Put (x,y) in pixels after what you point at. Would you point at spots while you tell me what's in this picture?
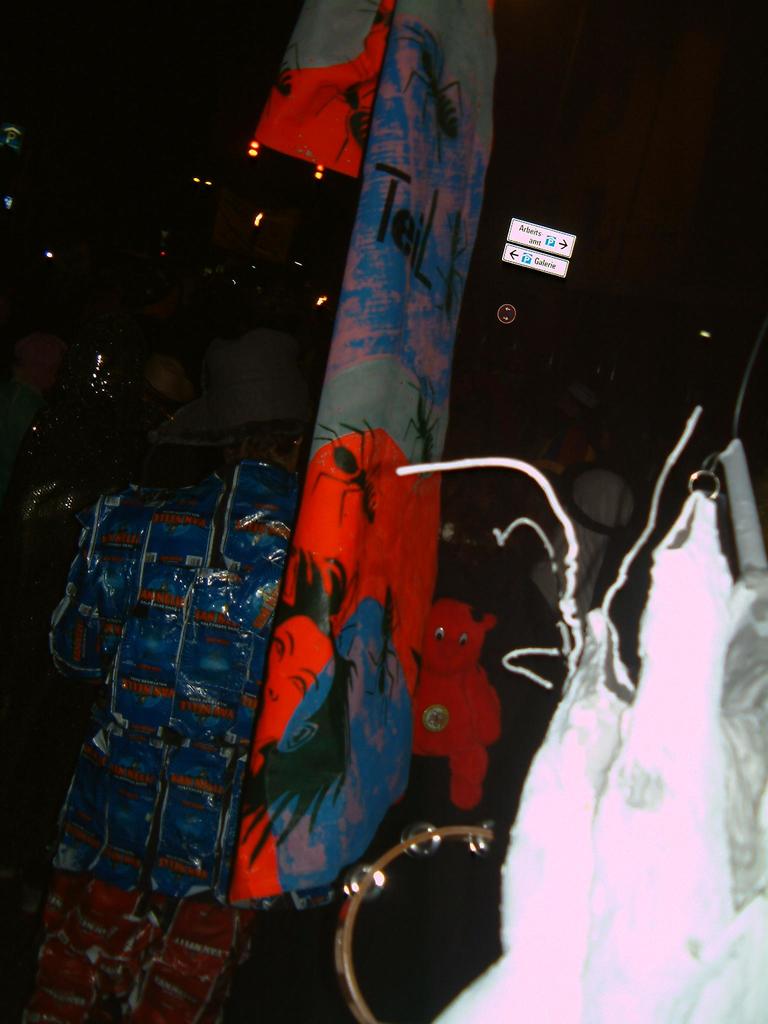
In the picture we can see a white cloth (603,747) and near to it, we can see a piece of cloth (366,702) which is painted and hanged up and in front of it, we can see a person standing and he is with a hat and in the background (519,272) we can see dark with some part of lights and indicating arrow boards (516,253).
